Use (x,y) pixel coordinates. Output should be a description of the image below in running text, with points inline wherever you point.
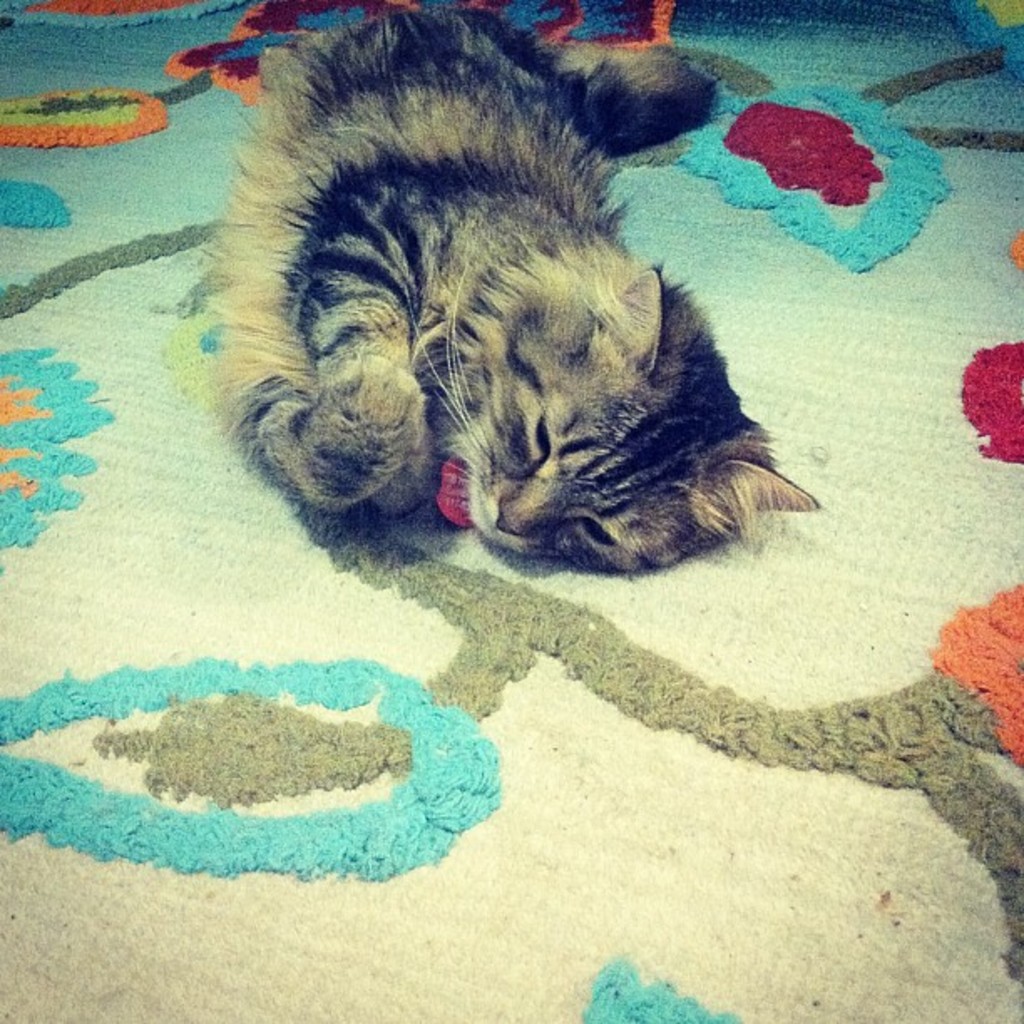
Here we can see a cat (286,443) is laying.
